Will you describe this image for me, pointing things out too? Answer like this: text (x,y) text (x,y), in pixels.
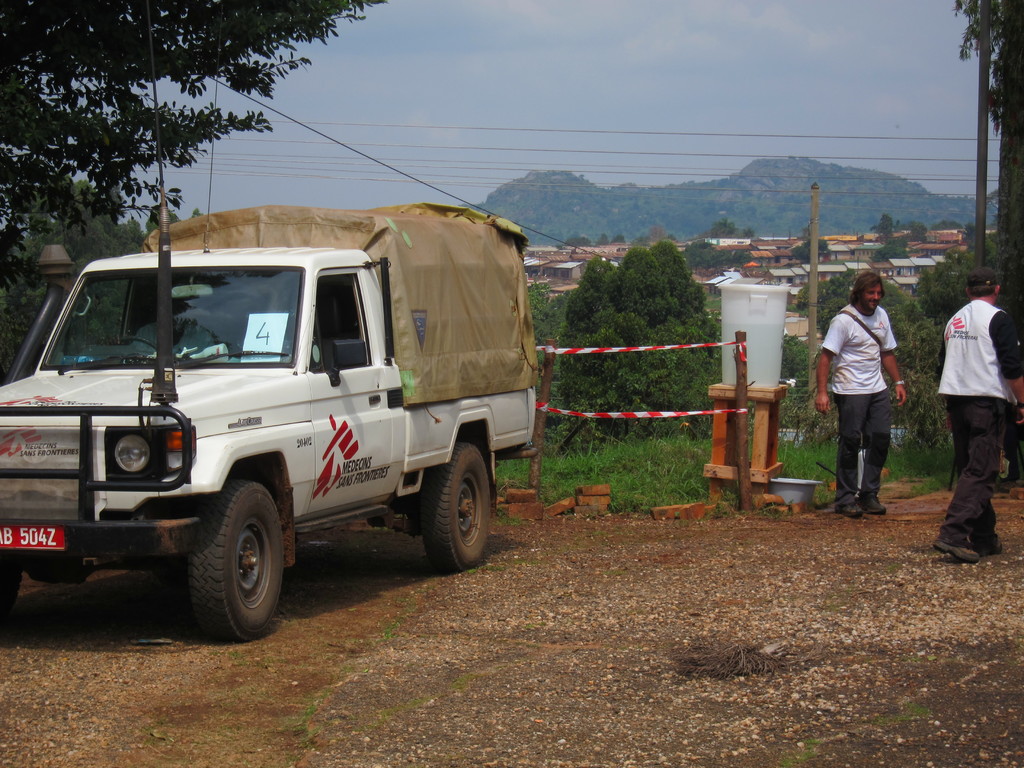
On the left side (261,364) there is a vehicle (237,397). On that something is written. Also there is a tree (100,103). On the right side (870,356) some people (873,340) are standing. There are poles (746,437) with ropes (637,349). In the back (694,264) there are trees (894,311), buildings (897,262), hills (672,190) and sky (644,76).
